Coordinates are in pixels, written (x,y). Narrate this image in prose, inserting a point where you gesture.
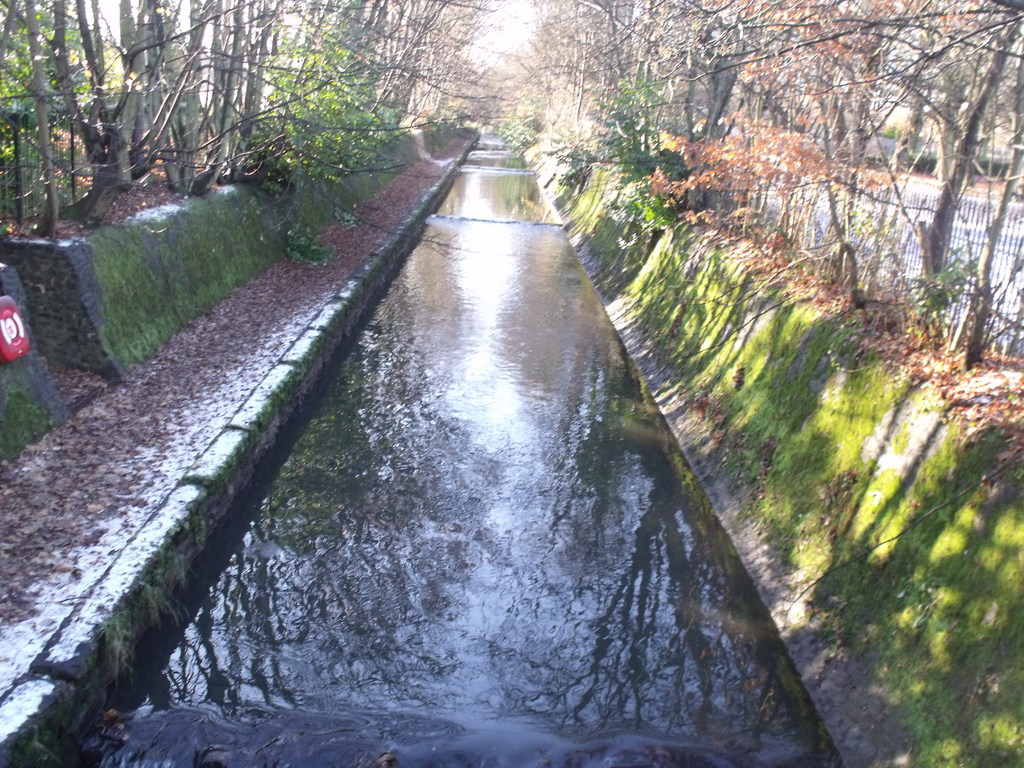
There is a canal (449,338) in the middle of this image (393,479). We can see trees (705,103) in the background (667,90).
